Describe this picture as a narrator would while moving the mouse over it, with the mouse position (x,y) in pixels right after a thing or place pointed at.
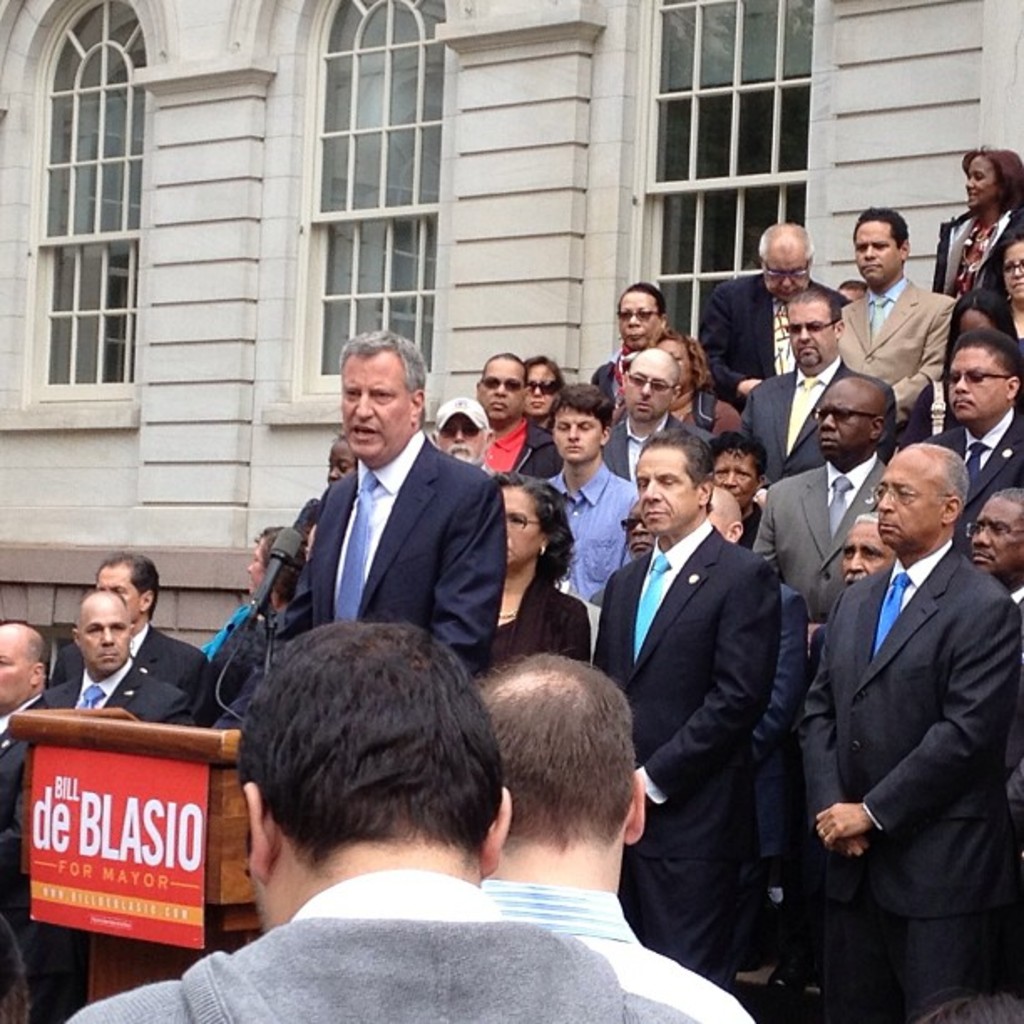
At the bottom (379,837) we can see two persons (377,767). In the background (395,511) we can see a man (390,515) standing at the podium (119,774) and there is a microphone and a small board (100,836) on the podium (79,874) and we can see few people (919,531), wall (254,18) and windows (140,197).
